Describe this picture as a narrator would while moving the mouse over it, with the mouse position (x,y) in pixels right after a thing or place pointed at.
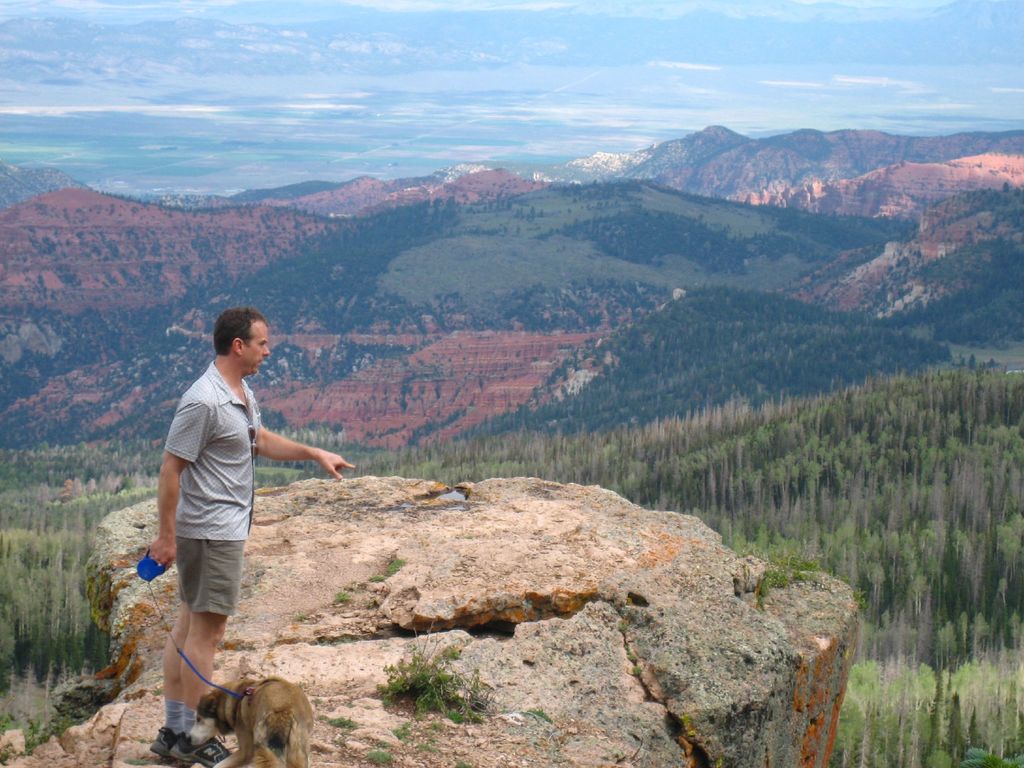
In this image I can see a man (229,540) standing on the mountain (277,621) with a dog (255,724). I can also see blue color sky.
